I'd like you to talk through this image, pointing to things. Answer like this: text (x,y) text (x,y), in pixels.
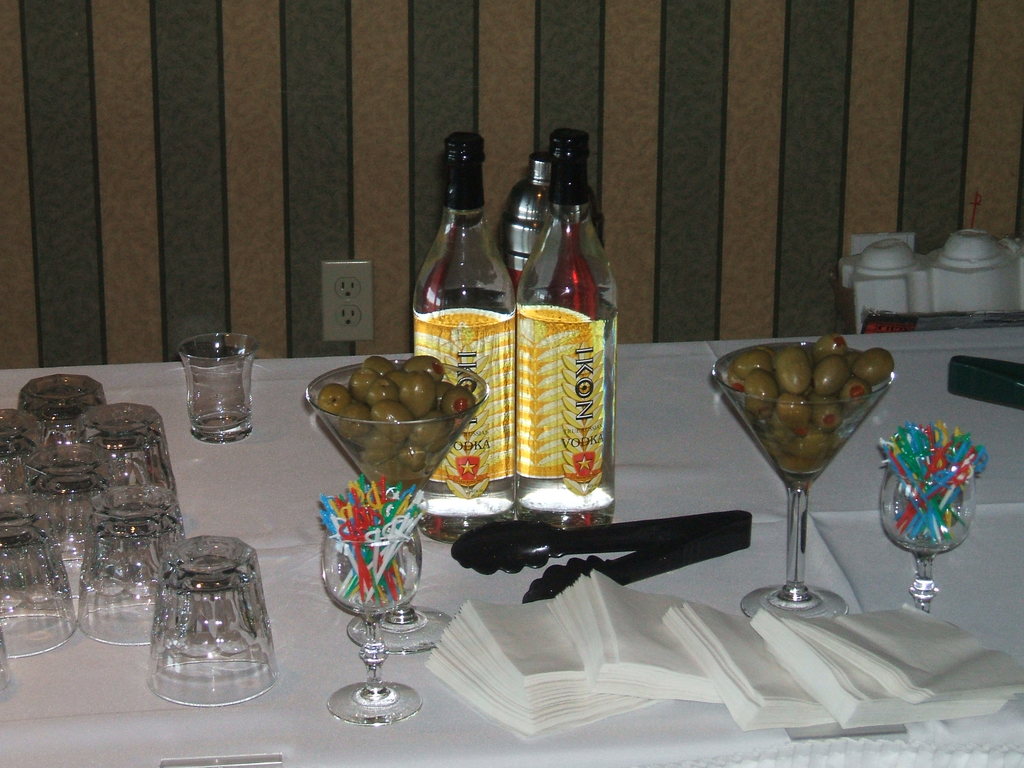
On the table (302,506) there are some glasses (135,536). In glass (364,586) there are some color things (384,522). Another glass (795,482) there are some fruits (807,386). And there are some bottles (526,310). Some white tissues (630,639). And a black color object (656,544) on it. And to the wall (381,291) we can see a socket (347,315).
